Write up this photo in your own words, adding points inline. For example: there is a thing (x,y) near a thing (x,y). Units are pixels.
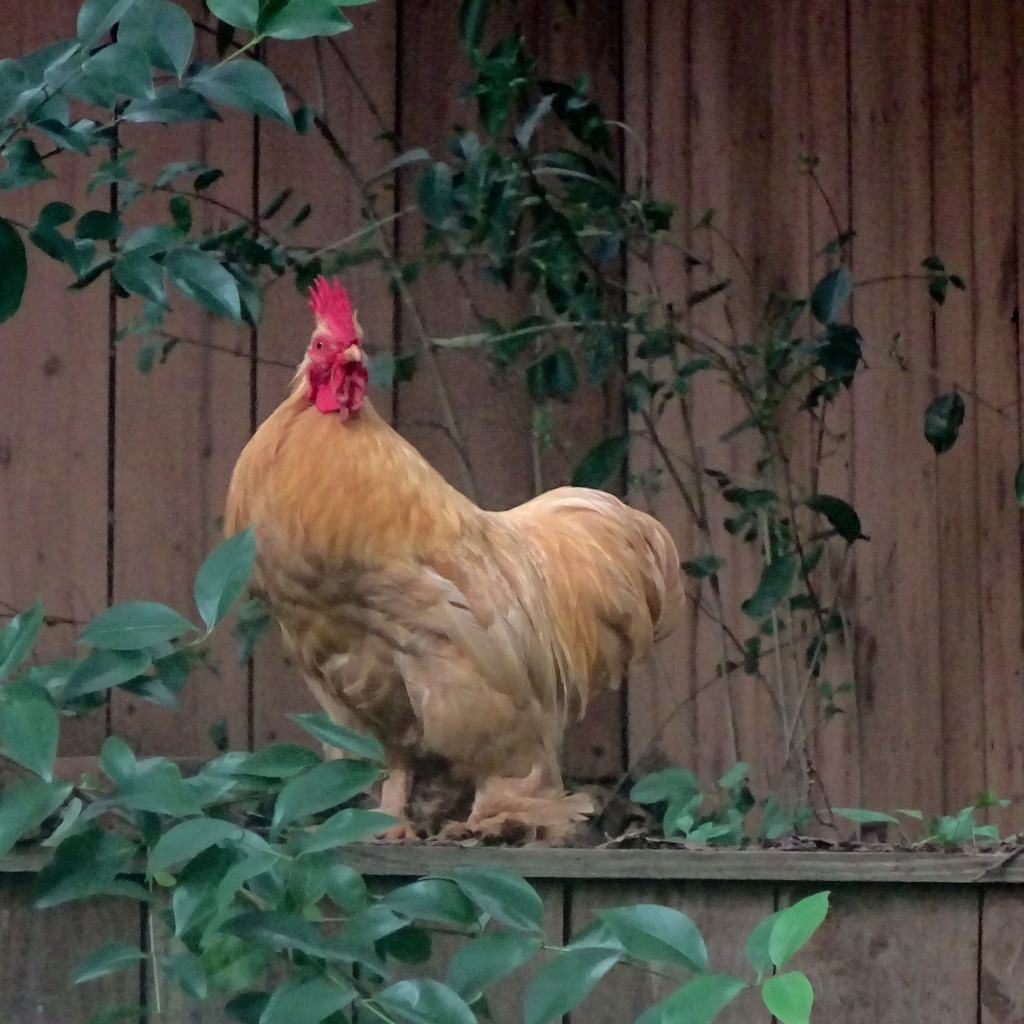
This image consists of a rooster (440,648) in brown color. And we can see the plants (471,218). In the background (526,413), there is a wall (811,237) made up of wood (460,936).
